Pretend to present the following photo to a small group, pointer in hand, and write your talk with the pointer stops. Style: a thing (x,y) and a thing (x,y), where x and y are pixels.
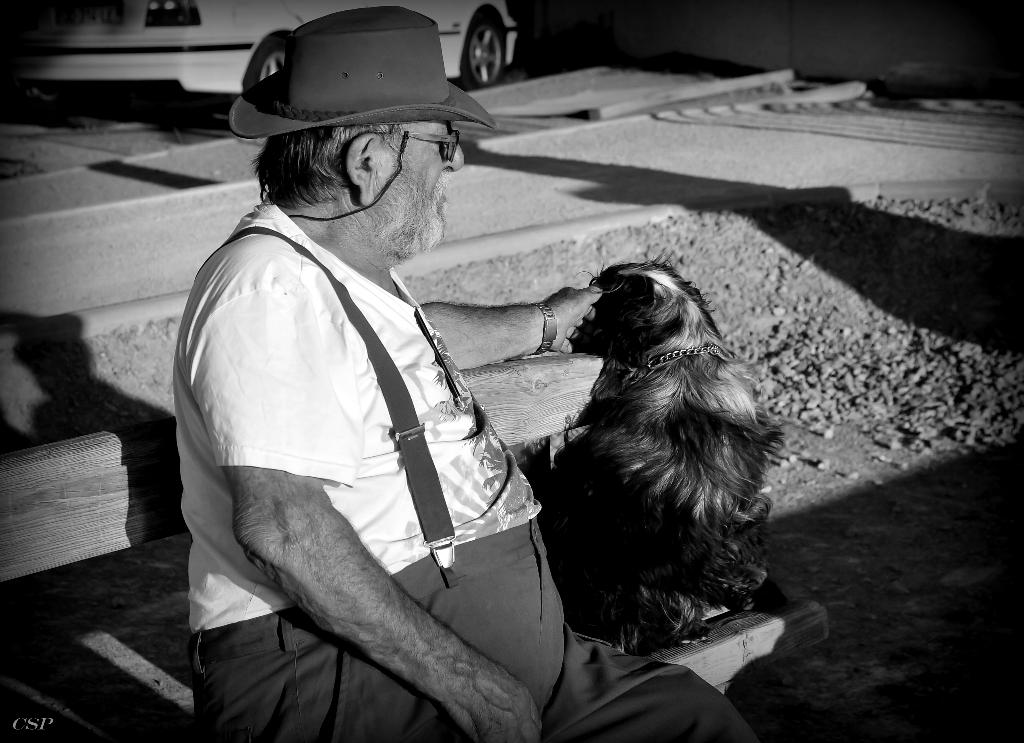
It is a black and white photograph, here is a old man (364,326) wearing suspenders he is also wearing a hat (419,21), he is pampering the dog (664,512) which is left side to him, the dog (656,479) is of black color, beside the dog (628,474) there are some rocks (819,350), in the background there is a car (105,48).
